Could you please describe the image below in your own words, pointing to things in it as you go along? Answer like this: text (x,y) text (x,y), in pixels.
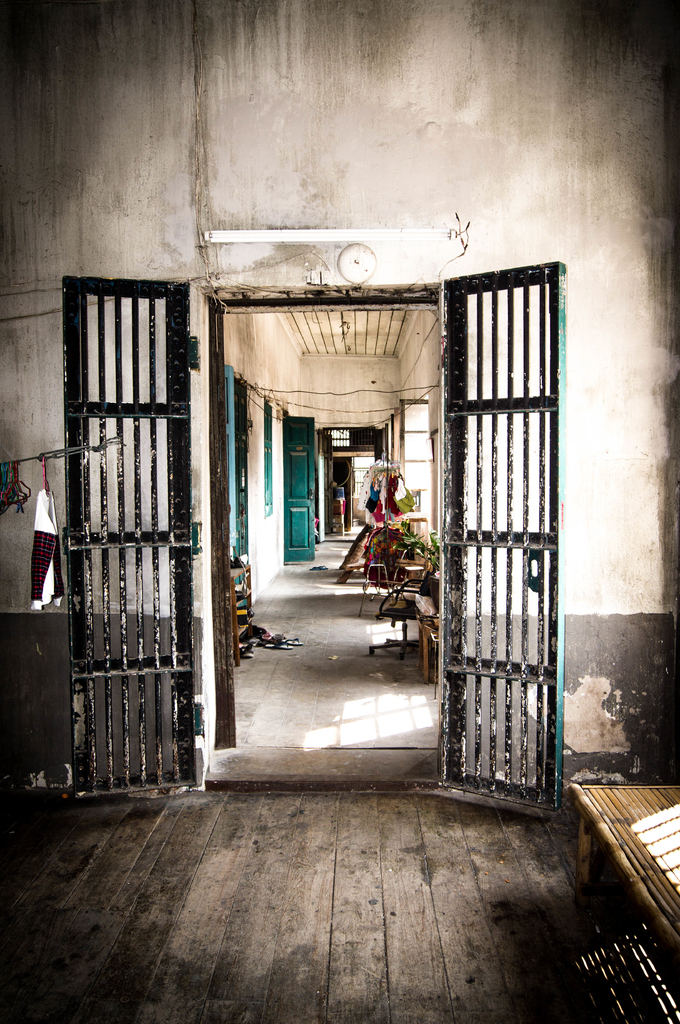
It is an edited image, there is a door (180,357) and inside the door (214,309) there are many houses (273,482) in a compartment (309,382), the doors (303,471) of the houses (292,385) are in green color.
